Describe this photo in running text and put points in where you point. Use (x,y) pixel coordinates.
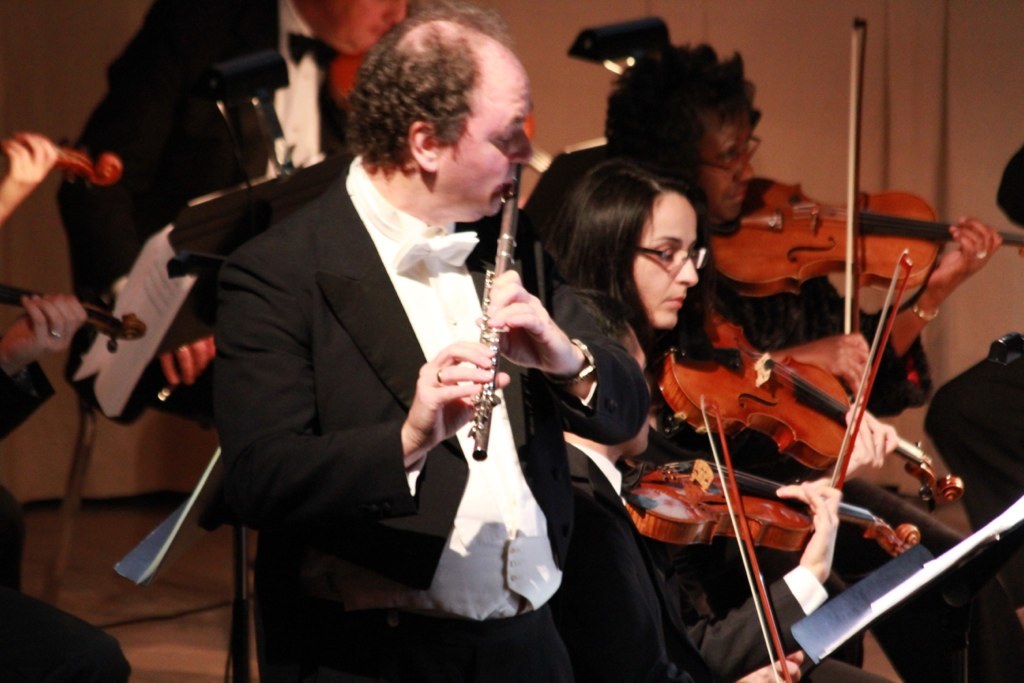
In this picture there are so many people (370,356) are playing musical instruments (778,287) and few papers (887,591) are on the stands (947,583).
